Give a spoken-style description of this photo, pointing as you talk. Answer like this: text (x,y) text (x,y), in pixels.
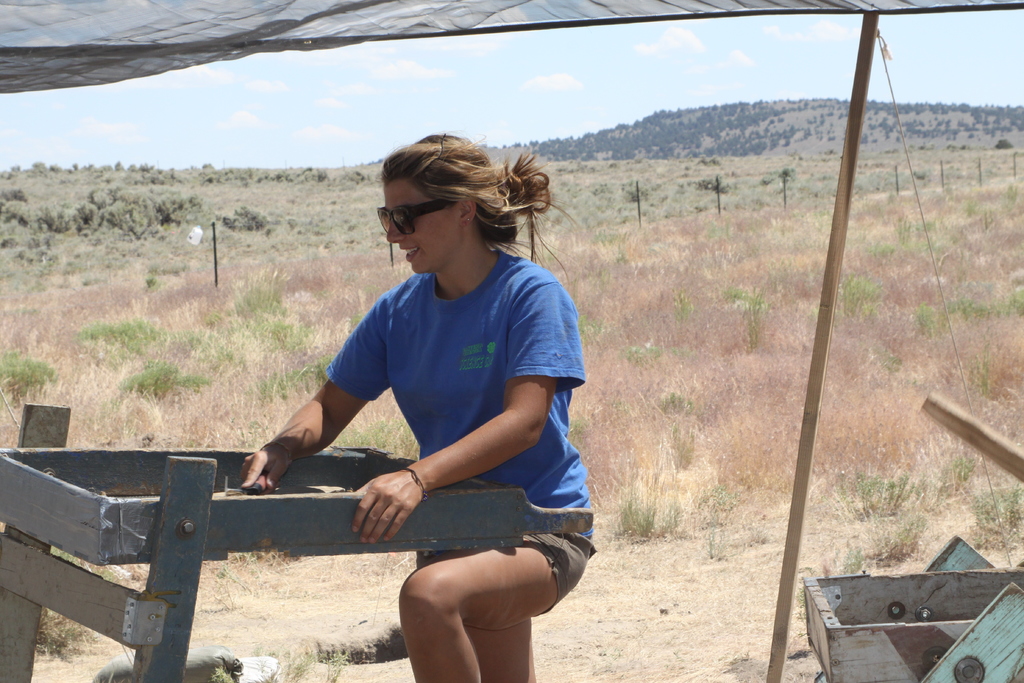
In the center of the image (395,318) there is a woman (430,425) standing and wearing spectacles (407,230). In the background (984,293) we can see plants (641,356), grass (9,341), fencing (752,198), hill (586,158), trees (697,118), sky (407,108) and clouds (402,63).
